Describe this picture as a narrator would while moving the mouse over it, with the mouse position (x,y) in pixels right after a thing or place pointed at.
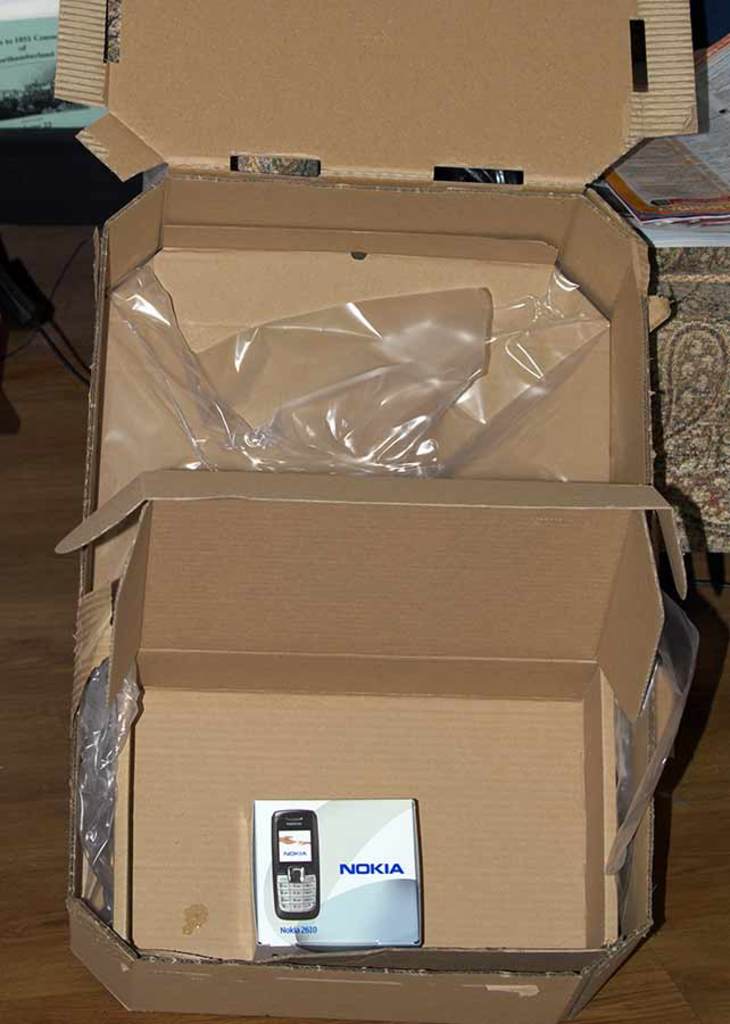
In this image I can see the cardboard box (164,632) and the box (268,760) is in brown color. Background (689,202) I can see few papers (653,204) on the brown color surface (694,355).
